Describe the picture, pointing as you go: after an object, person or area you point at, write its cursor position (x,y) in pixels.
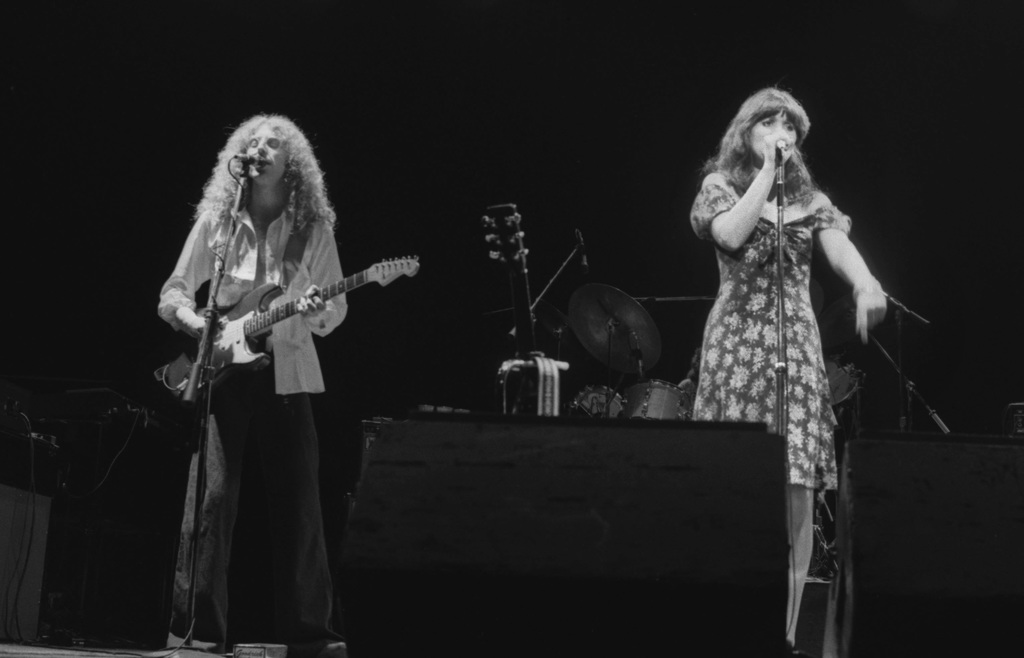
In the image we can see there are two people (791,128) who are standing on stage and a man (274,155) who is holding guitar (334,295) in his hand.
